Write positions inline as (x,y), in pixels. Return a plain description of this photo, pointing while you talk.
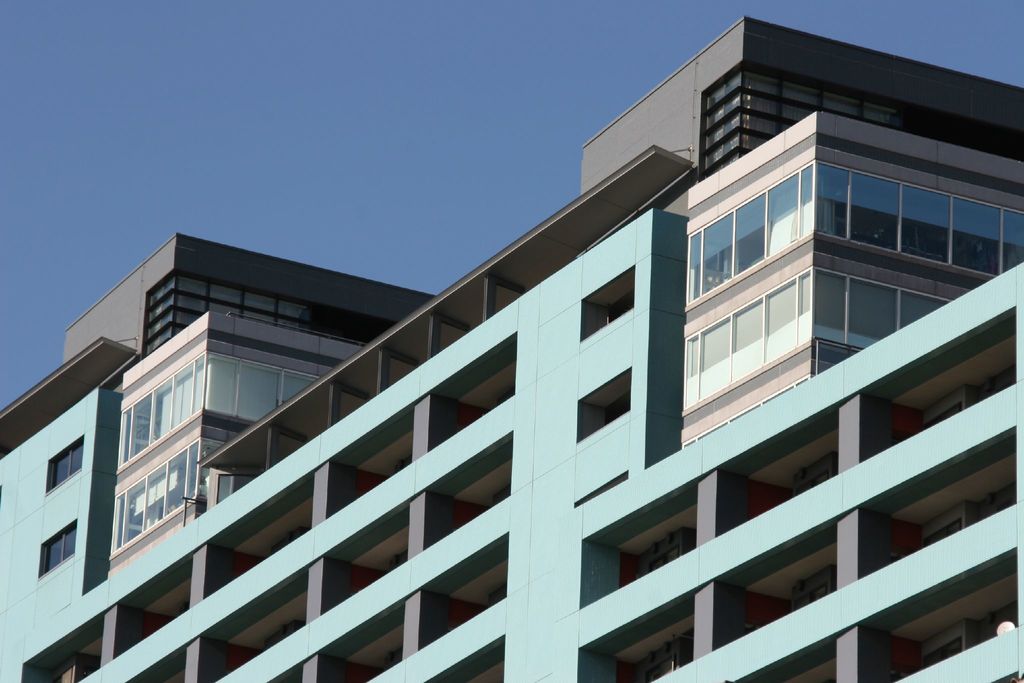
In this picture I can see a building (299,664), and in the background (386,82) there is the sky (827,15).
